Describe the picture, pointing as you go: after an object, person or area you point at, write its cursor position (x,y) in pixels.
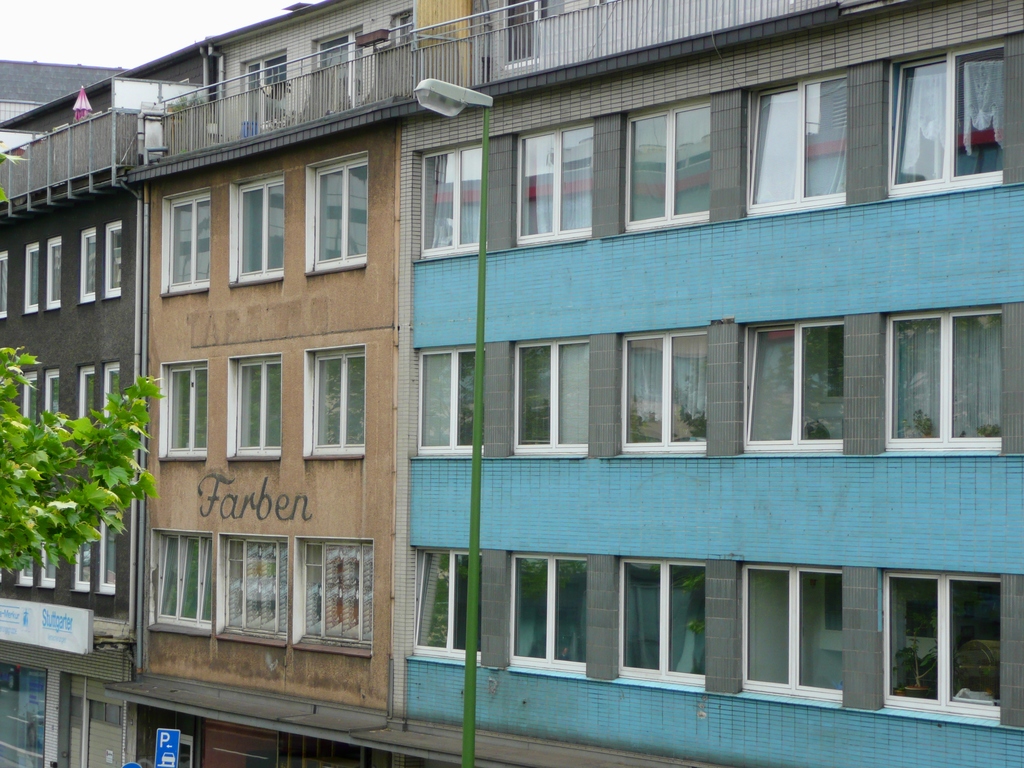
In this image, I can see the buildings (295,296) with the windows (455,159). This is a street light (467,762). On the left side of the image (32,503), I think this is a tree (39,464) with the branches (72,461) and leaves (80,433). At the bottom of the image (176,751), that looks like a signboard (168,736). This is a name board (42,629), which is attached to a building (93,630). At the top of the image (97,147), these look like the barricades (511,44), which are at the top of the buildings (228,144).
